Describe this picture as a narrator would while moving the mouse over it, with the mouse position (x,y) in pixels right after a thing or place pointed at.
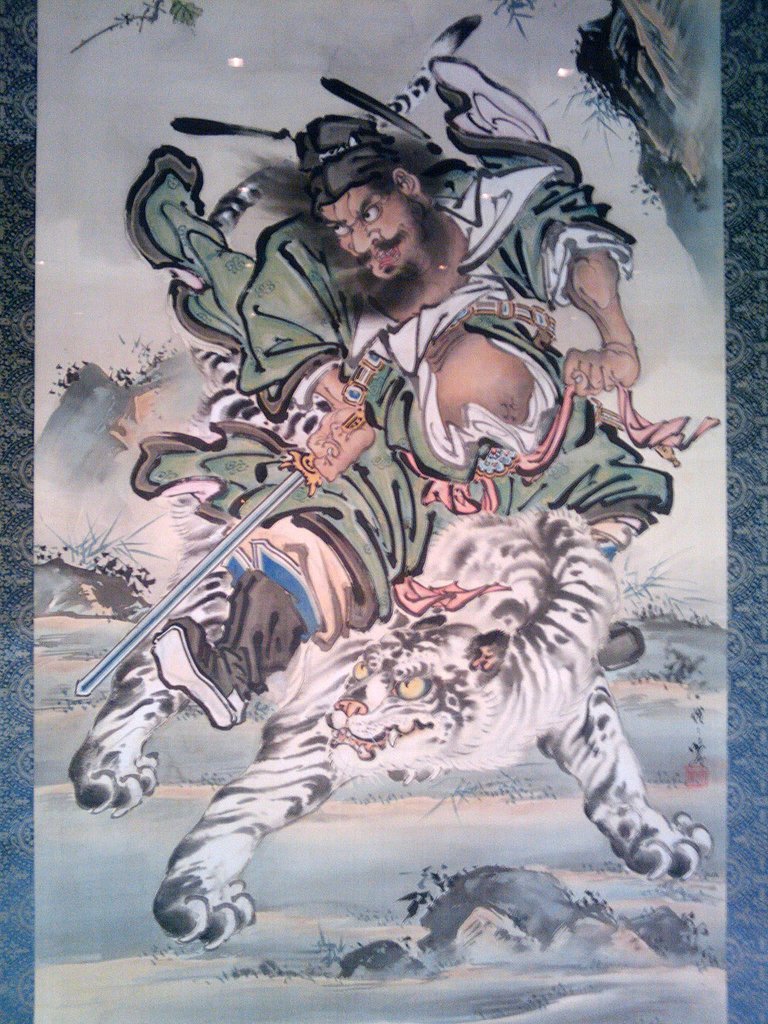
It is a painted picture. Here we can see a person (385,412) is holding a weapon (301,472) and sitting on an animal (457,718). Here we can see plants (333,961) and sky (89,274).
